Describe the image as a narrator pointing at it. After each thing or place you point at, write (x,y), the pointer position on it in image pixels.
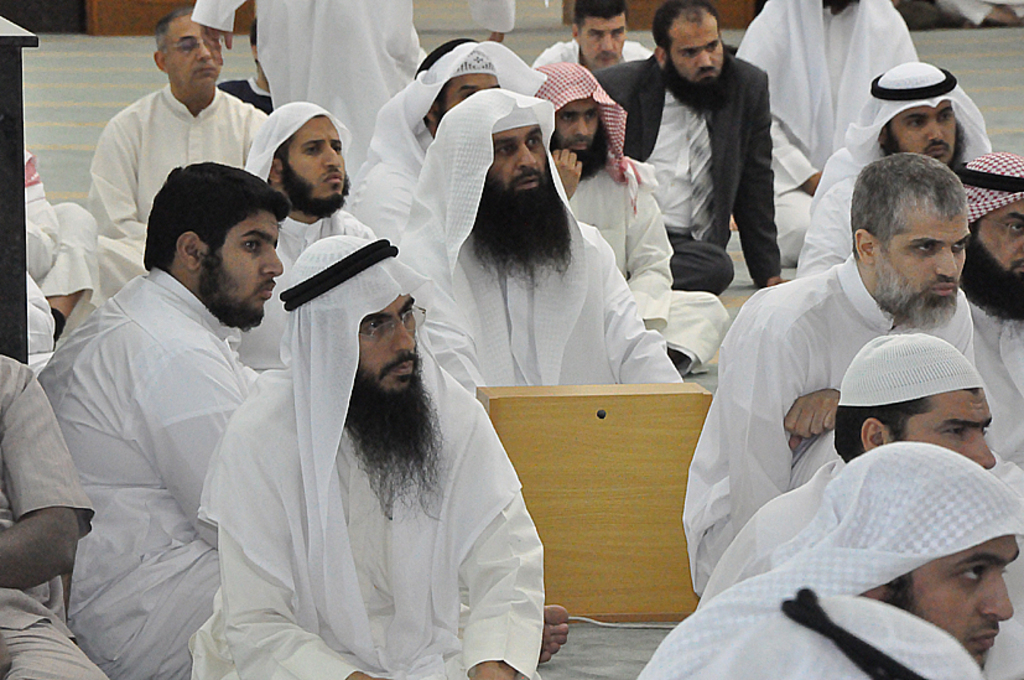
In this image there are people (622,381) sitting on the floor (59,141). Right top there is a person (724,135) wearing a blazer (726,203) and tie (699,187). He is sitting on the floor (752,289). Left side (333,61) a person (331,43) is standing on the floor (577,657). There is a wooden plank (589,468) on the floor (600,643).
